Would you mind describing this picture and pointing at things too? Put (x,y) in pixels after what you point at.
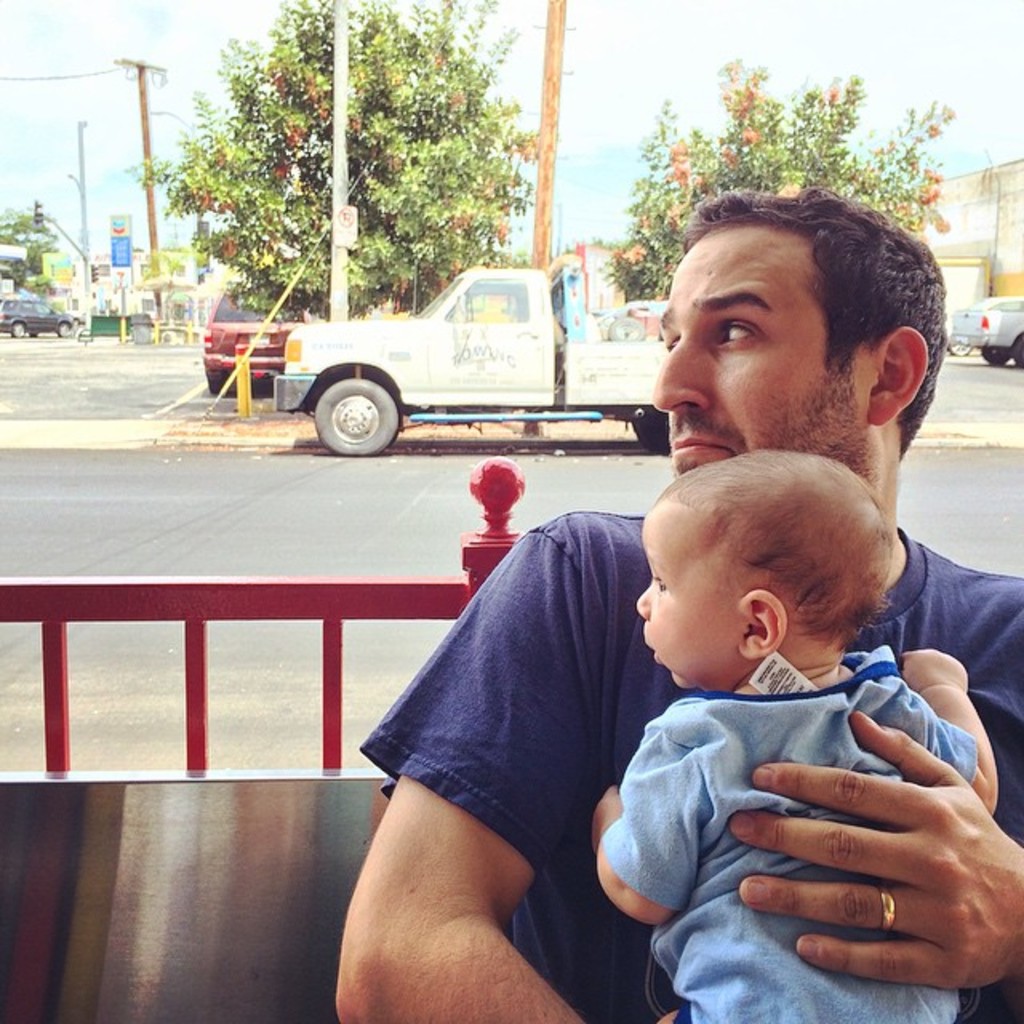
In this image there is a person (617,712) holding a baby (726,848) in his arms (851,847). He is before a fence (506,531). There are few vehicles (314,374) on the road (338,478). Few poles (334,292) and trees (454,180) are on the pavement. Background (67,299) there are few buildings (931,236). Top of the image (582,77) there is sky (535,93).
